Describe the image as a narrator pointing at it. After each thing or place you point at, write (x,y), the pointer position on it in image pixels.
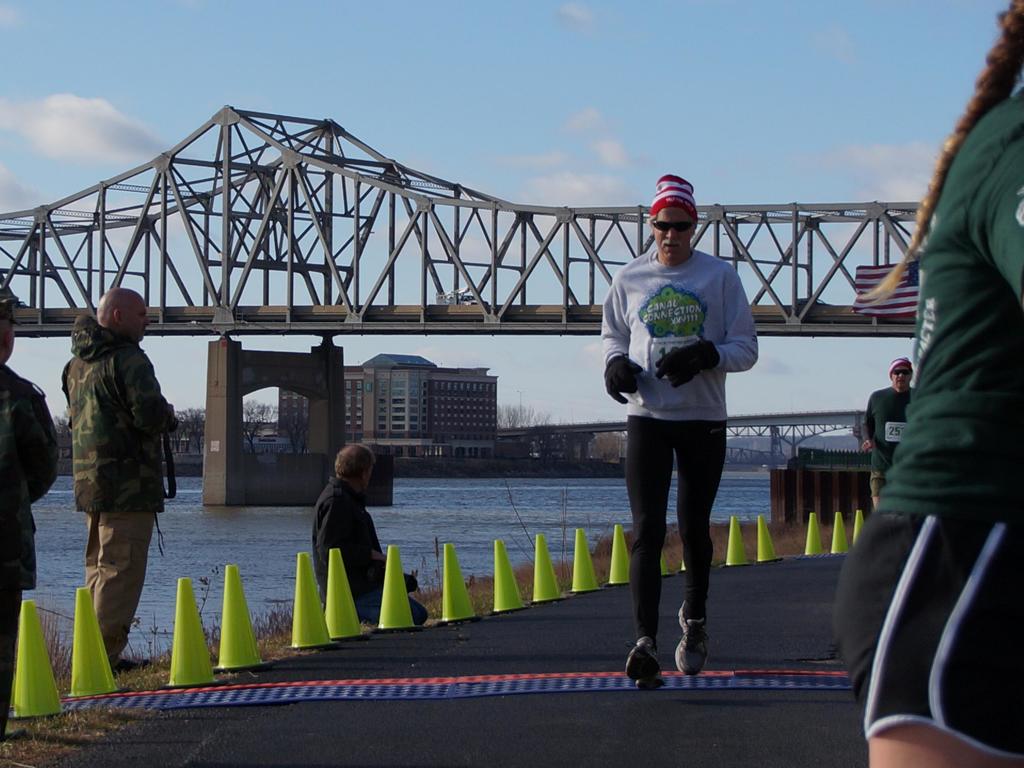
This is an outside view. On the right side (960,351), I can see two men (878,400) and a woman (926,565) are running on the road (462,726). Beside the road (420,676) few people (86,498) standing and one person (352,555) is sitting. In the background (506,518) there is a river (445,494) and I can see a bridge (147,273). In the background (443,406) there are some buildings (277,435). At the top (576,74) I can see the sky (425,66).
